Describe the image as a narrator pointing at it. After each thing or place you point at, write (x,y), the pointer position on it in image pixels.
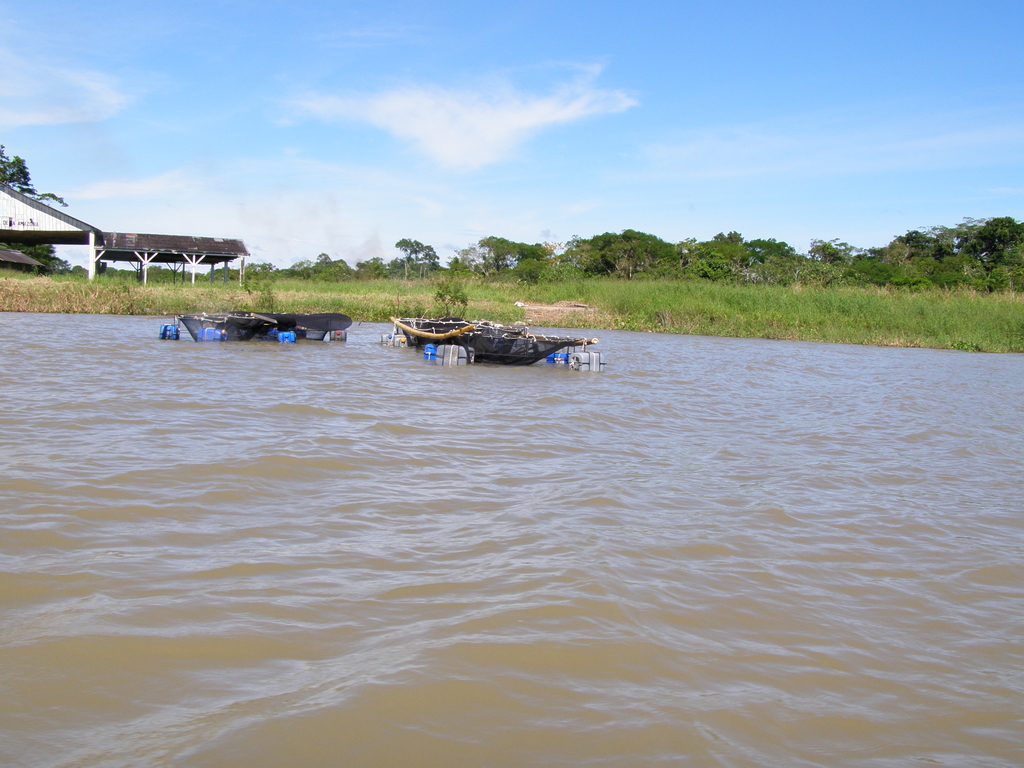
In this image I can see two boats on the water (475,549). In the background (235,244) I can see the shed (67,225), few trees (703,250) in green color and the sky (623,126) is in white and blue color.
